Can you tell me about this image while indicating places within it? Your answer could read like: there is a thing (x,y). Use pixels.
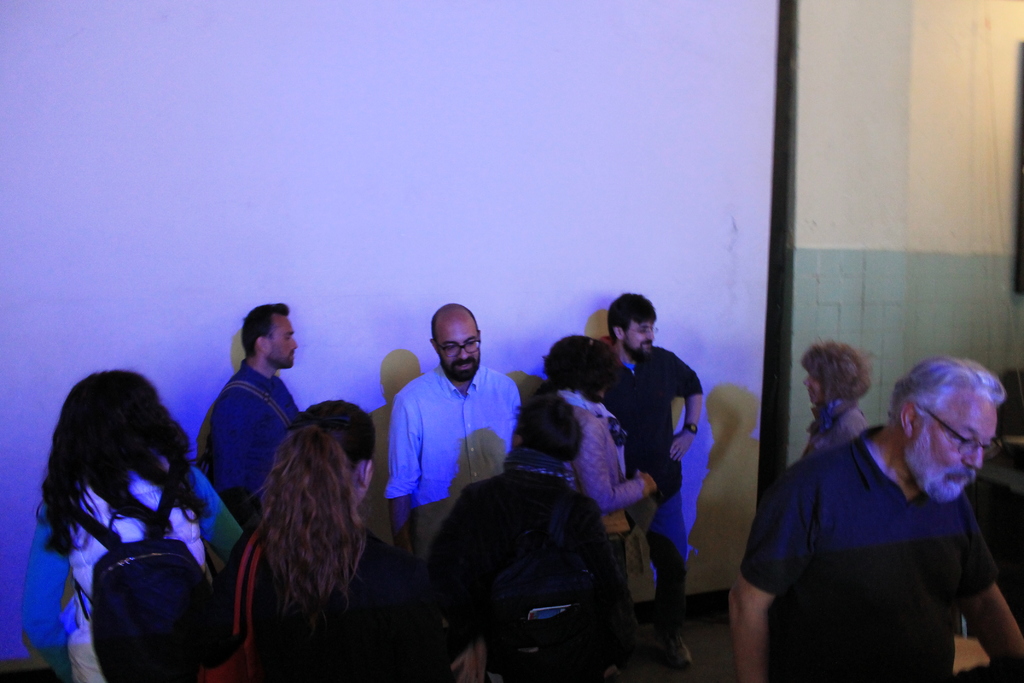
In this image we can see there are so many people (404,491) standing in a room (39,441) where some are wearing backpacks (219,395).
